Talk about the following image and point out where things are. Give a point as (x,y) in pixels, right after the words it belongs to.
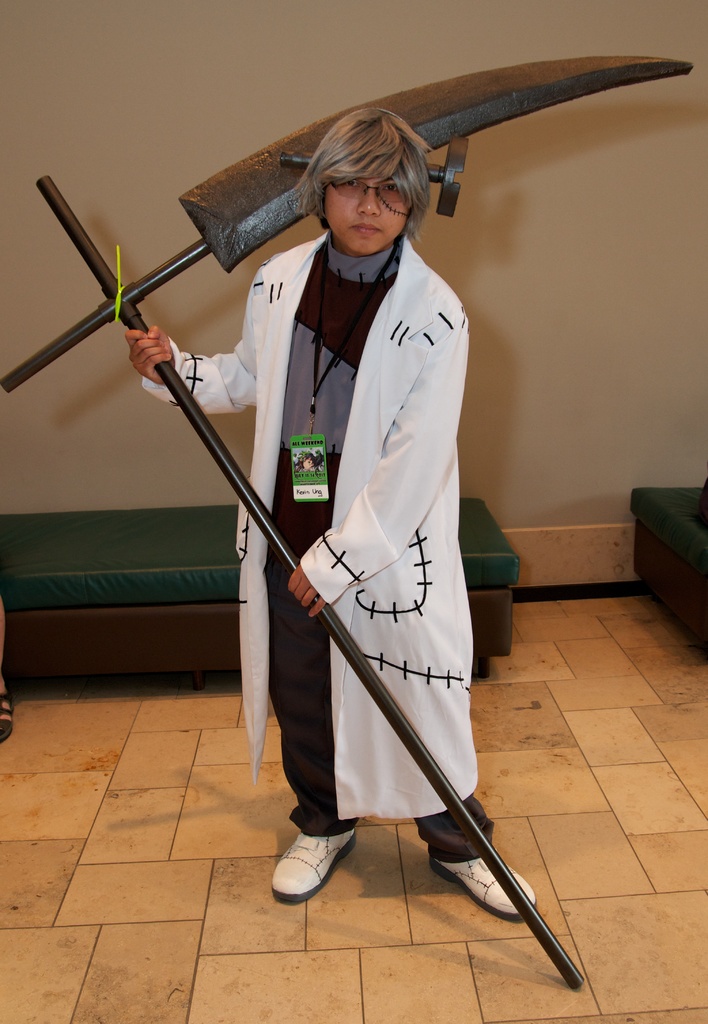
In the middle of the image (313,667) a person (304,394) is standing and holding some weapon (480,842) in his hand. Behind him there are some benches (186,544). At the top of the image (603,10) there is wall (13,22).
